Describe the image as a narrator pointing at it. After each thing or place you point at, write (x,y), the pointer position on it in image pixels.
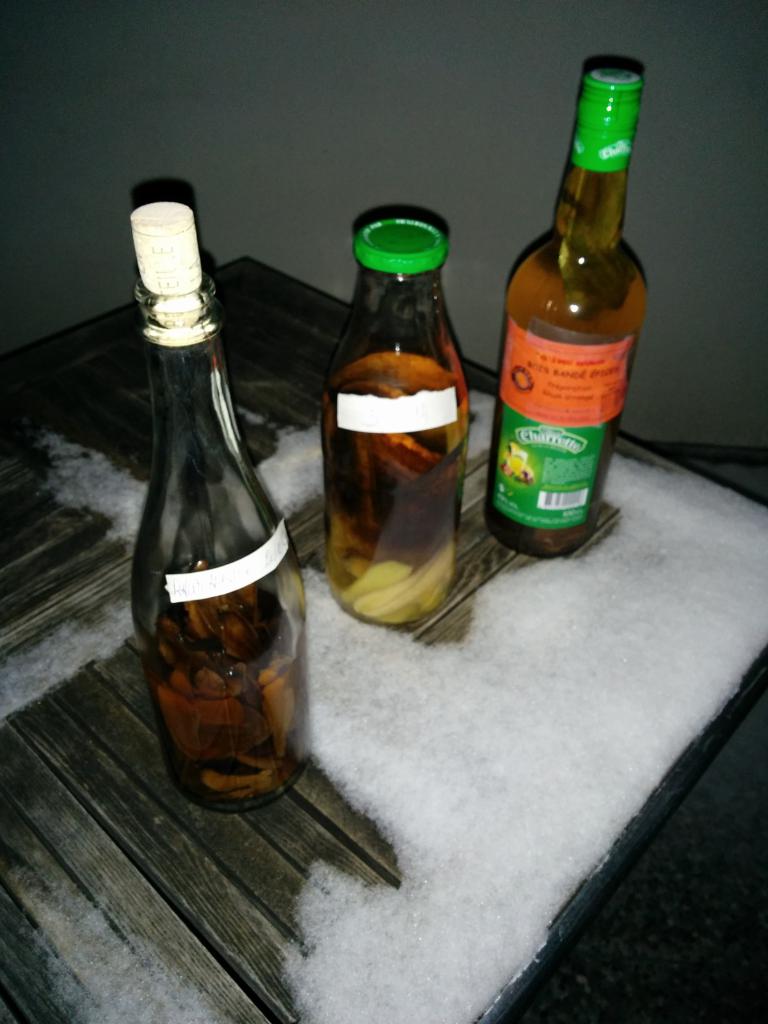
It is outdoors, there is a wooden table (31,879) and there are three bottles (301,576) placed on the table (79,572), two of them are with green color cap (399,228) and one is with white color cap (185,270) sorry, it is a white color cork (190,256), in the background (284,204) there is a wall (669,390).
